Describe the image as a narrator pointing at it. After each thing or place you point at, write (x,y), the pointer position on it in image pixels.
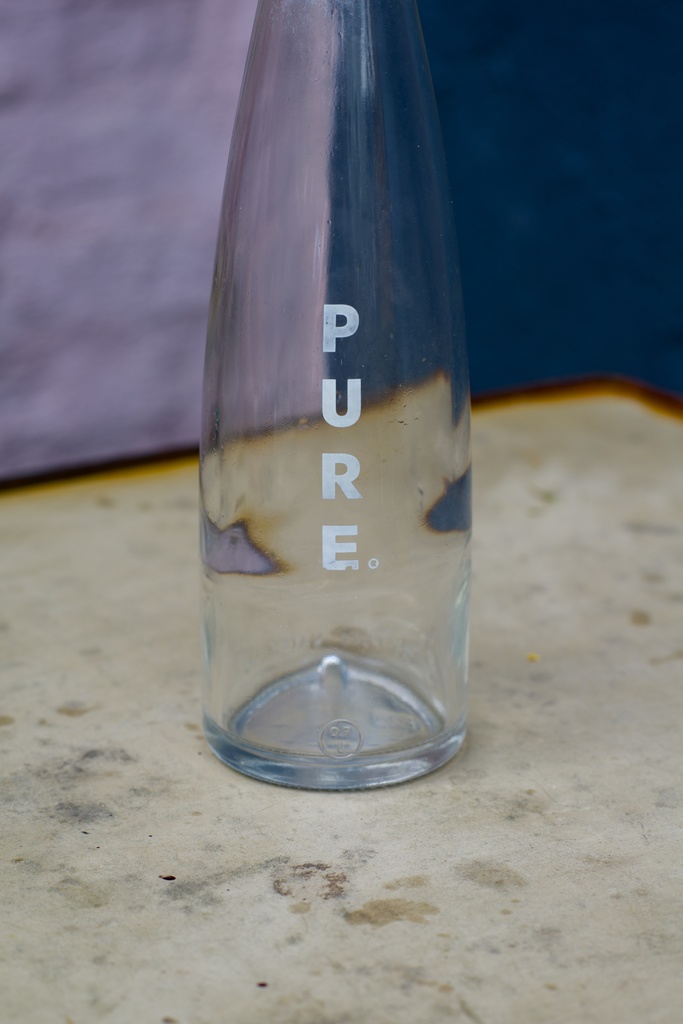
In this picture there is a bottle (371,670) on the ground (320,846) and some text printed on it.
